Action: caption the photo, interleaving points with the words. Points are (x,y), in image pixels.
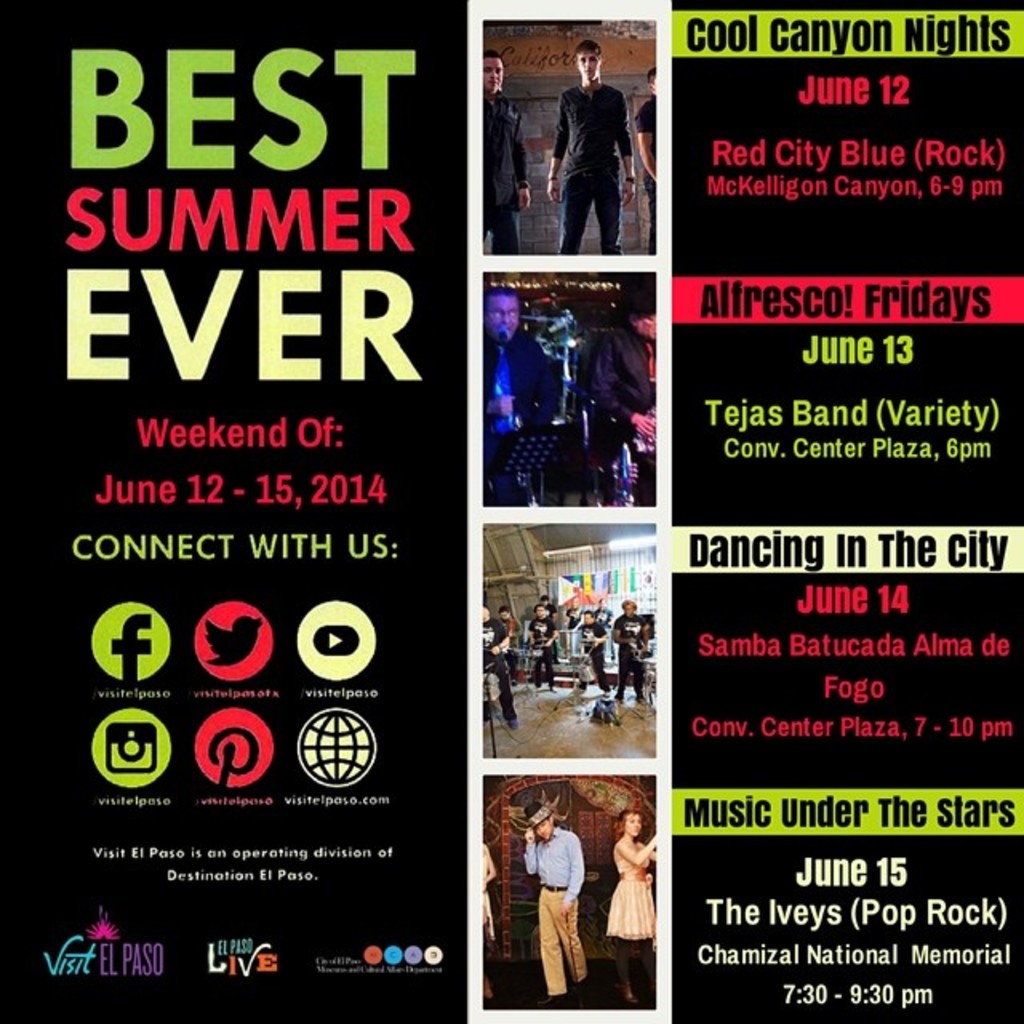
This image consists of a black color poster (750,794) on which I can see some text (277,298) in multiple colors and few pictures (560,453) of the persons (598,173).
